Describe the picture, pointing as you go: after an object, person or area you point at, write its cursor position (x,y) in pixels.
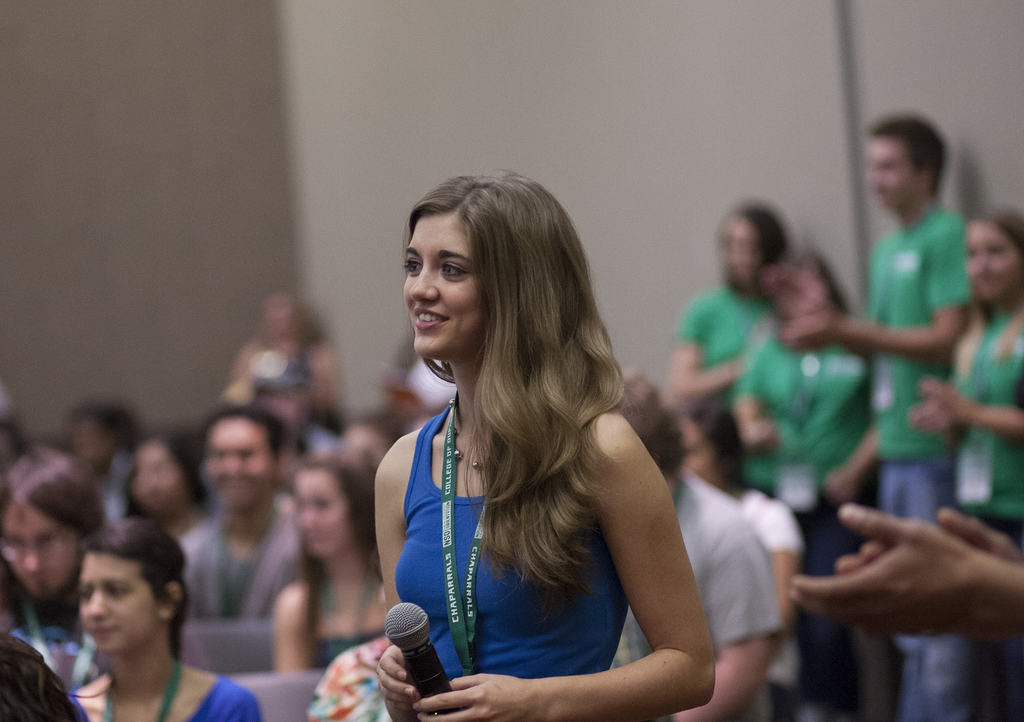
In this image there are many people (362,465) In the middle (423,445) there is a woman (465,425) she is smiling her hair (529,393) is long she is holding a mic (418,661). In the back ground (248,569) there are many people (787,306) sitting and some are standing and there is a wall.
